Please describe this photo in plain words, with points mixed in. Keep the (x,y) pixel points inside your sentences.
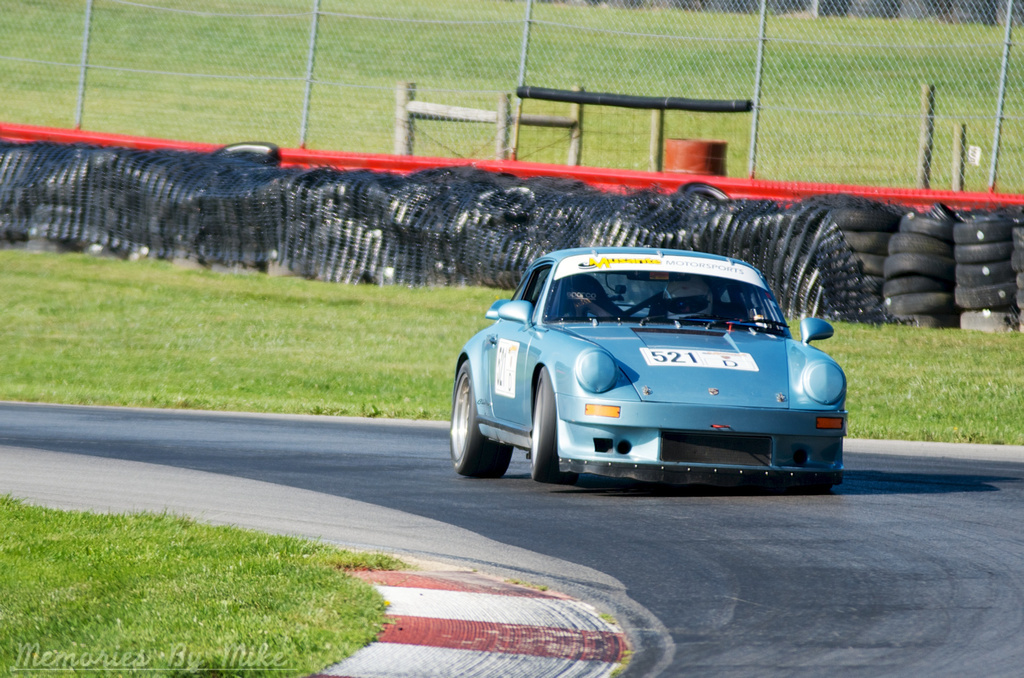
In the picture we can see a sports car (702,363) on the road (670,570) and on both the sides of the road (517,505) we can see grass surface (227,334) and behind it, we can see the fencing wall (605,174) and near it, we can see some tires (903,243) are placed and behind the fencing (956,119) we can see a grass surface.
